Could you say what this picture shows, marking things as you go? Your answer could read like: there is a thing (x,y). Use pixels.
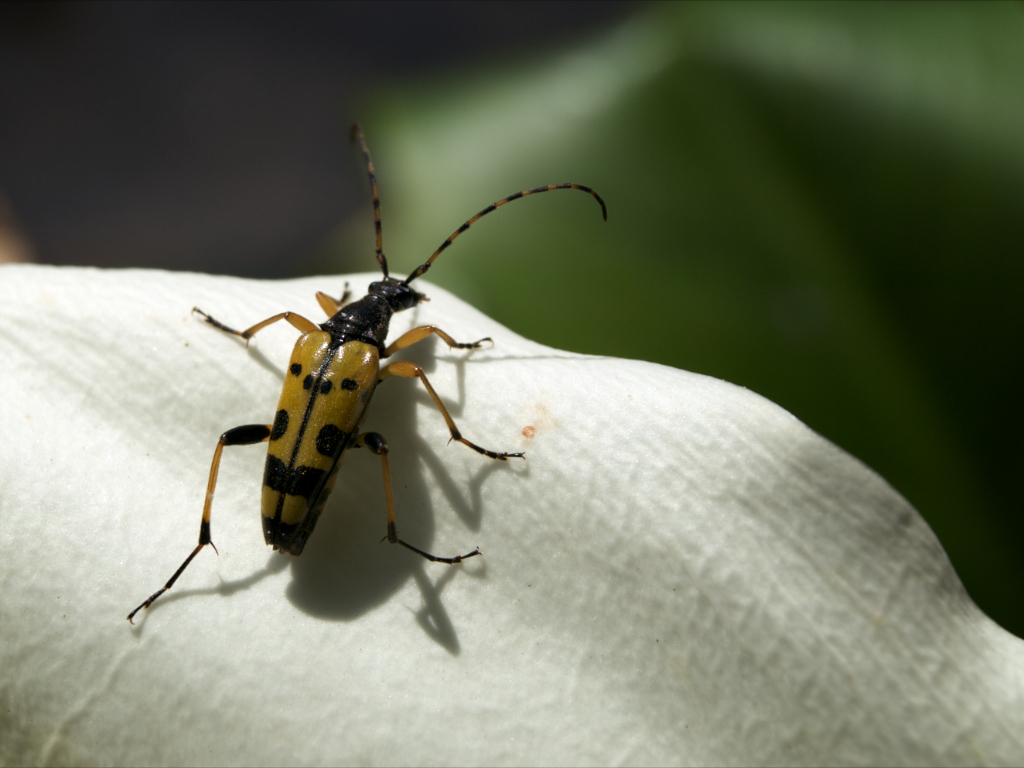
This image consists of an insect (336,437). At the bottom (315,695), it looks like a flower petal (321,665) in white color. The background (152,210) is blurred.
